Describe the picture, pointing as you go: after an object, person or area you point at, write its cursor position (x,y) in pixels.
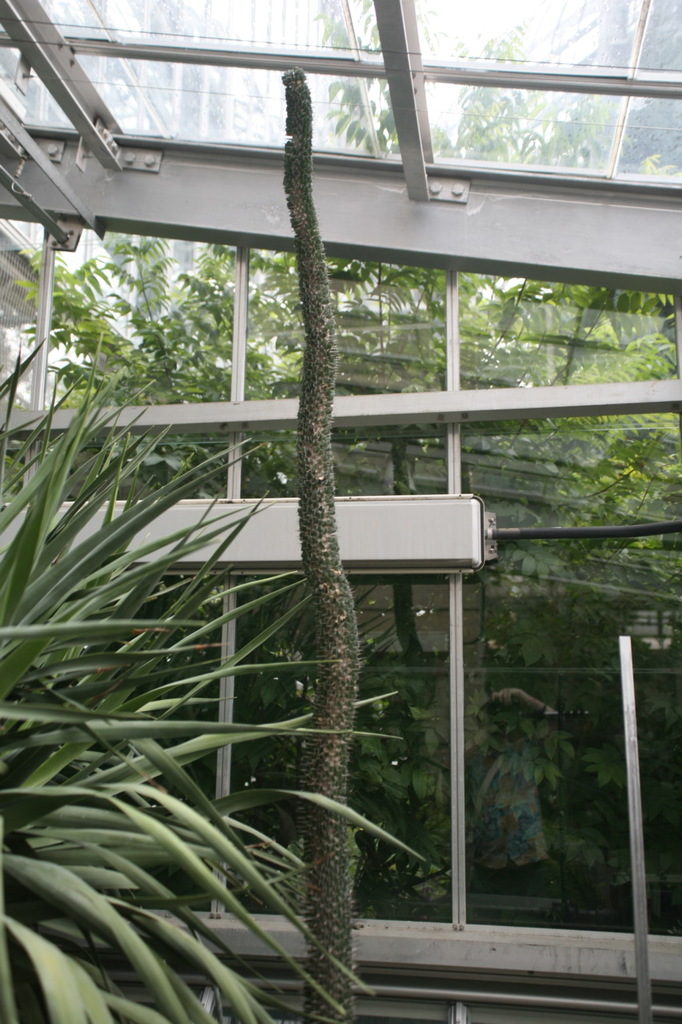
In the foreground of this image (262,726), there are plants (354,650) and in the background (369,719), there is a glass shed (427,216) and behind it, there are trees (466,274).
